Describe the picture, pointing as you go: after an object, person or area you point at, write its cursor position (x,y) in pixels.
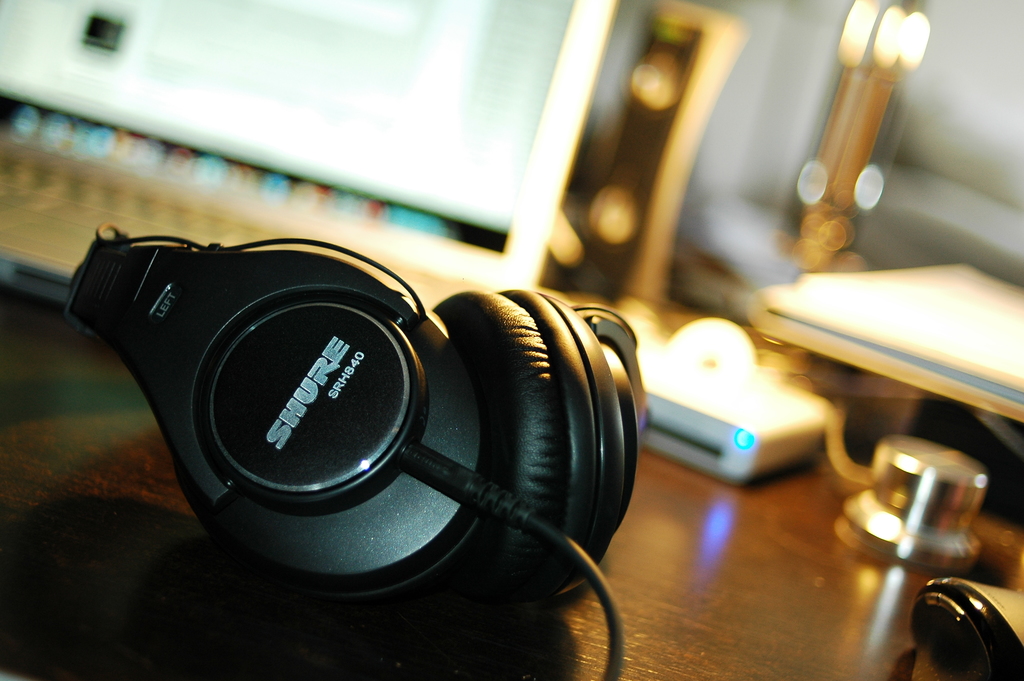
In this image we can see the headphones (420,352) on the wooden surface (637,512). And we can see some other objects (740,338). And we can see the blurred background (760,129).
